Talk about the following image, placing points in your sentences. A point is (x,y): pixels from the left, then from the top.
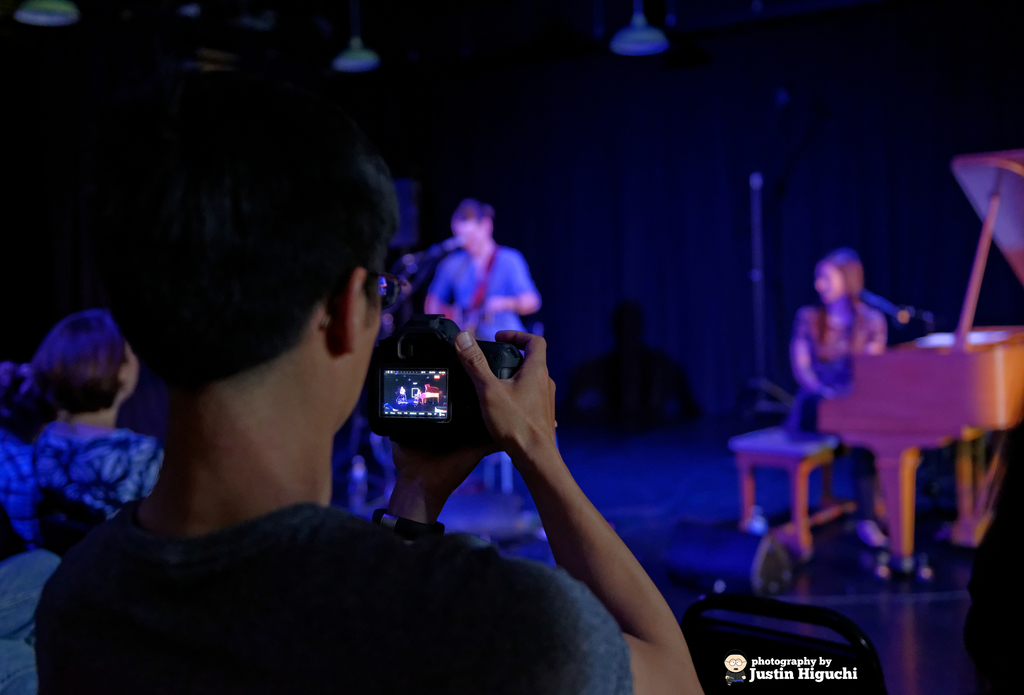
In the foreground (285,102) I can see a person (339,235) is holding a camera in hand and two persons (38,354) are sitting on the chairs (86,512). In the background (901,351) I can see two persons (473,237) are playing musical instruments (859,431) and a text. At the top (358,47) I can see lamps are hanged. This image is taken may be in a hall (23,332).
